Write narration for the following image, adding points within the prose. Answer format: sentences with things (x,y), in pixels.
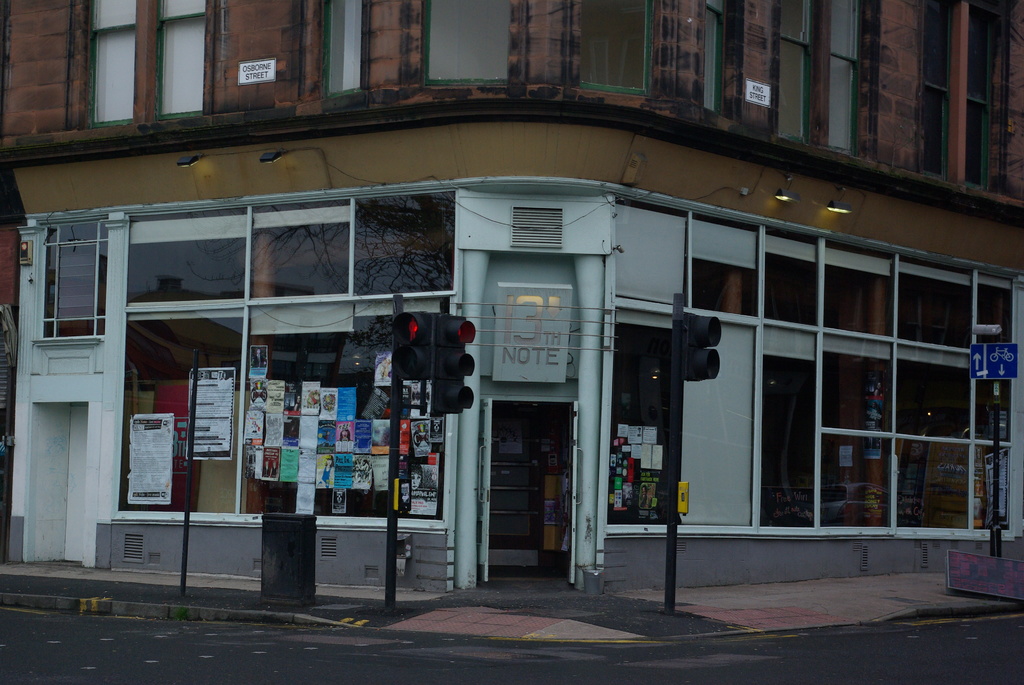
In this image, we can see a building (457,267) with glass windows (663,502) and walls (207,533). Here we can see some posters (328,470), sign board (993,364), poles (188,525), traffic signals (402,312). At the bottom (677,671), we can see the road (494,671) and footpath (570,621).
